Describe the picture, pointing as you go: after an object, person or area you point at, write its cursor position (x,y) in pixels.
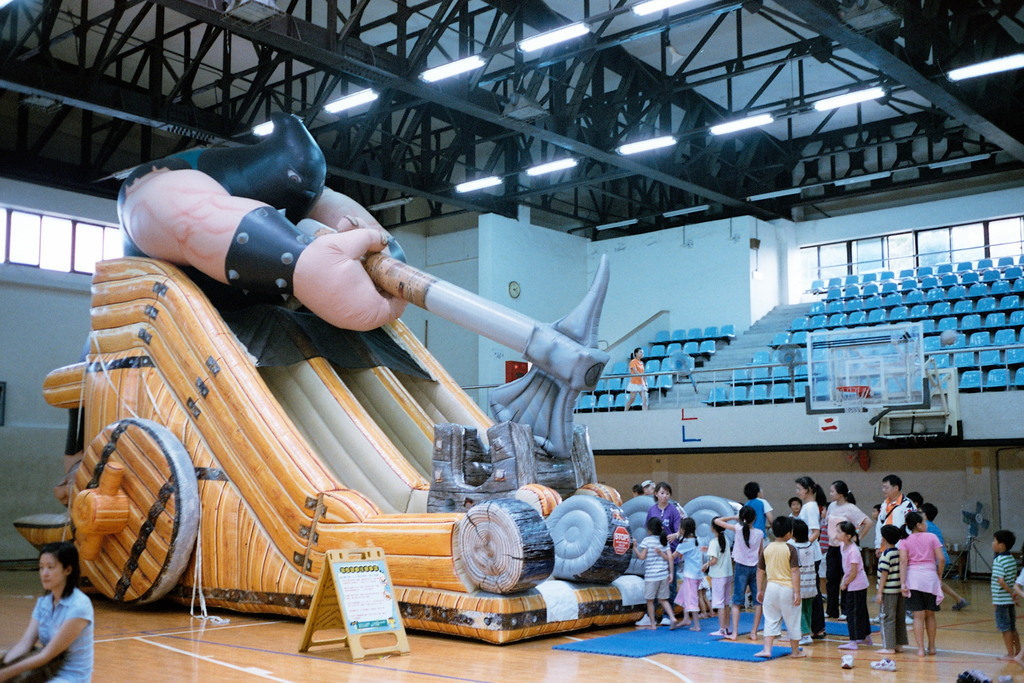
In this image we can see a giant balloon slide (312,416) and in front of it there are a group of people (690,623) standing and there is a board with some text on it, on the bottom left corner of the image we can see a person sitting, behind them we can see there are seats (984,363), basketball court (222,664), windows (908,236) and a few other objects (805,364).
